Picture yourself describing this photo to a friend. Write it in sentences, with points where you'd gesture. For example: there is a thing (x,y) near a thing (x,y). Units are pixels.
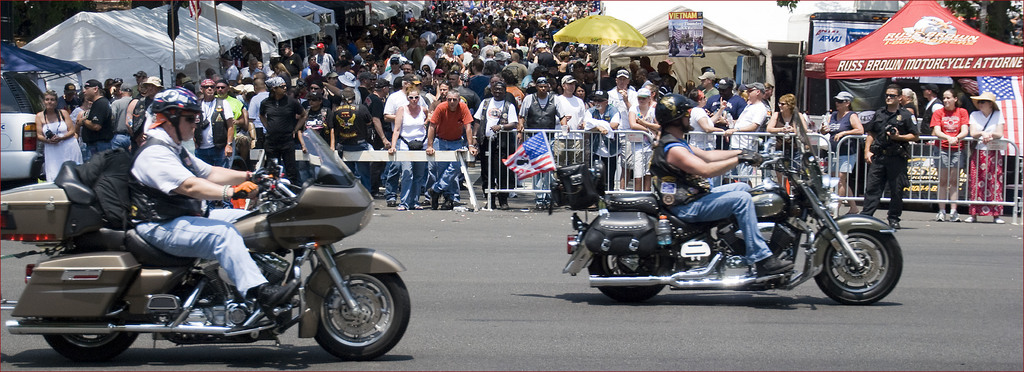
In this image people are riding the bike (603,247) on the road (532,260). At the back side (502,151) people (637,121) are standing by holding the metal grill (569,145). On both left and center of the image (519,158) there are tents (273,28), flags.
